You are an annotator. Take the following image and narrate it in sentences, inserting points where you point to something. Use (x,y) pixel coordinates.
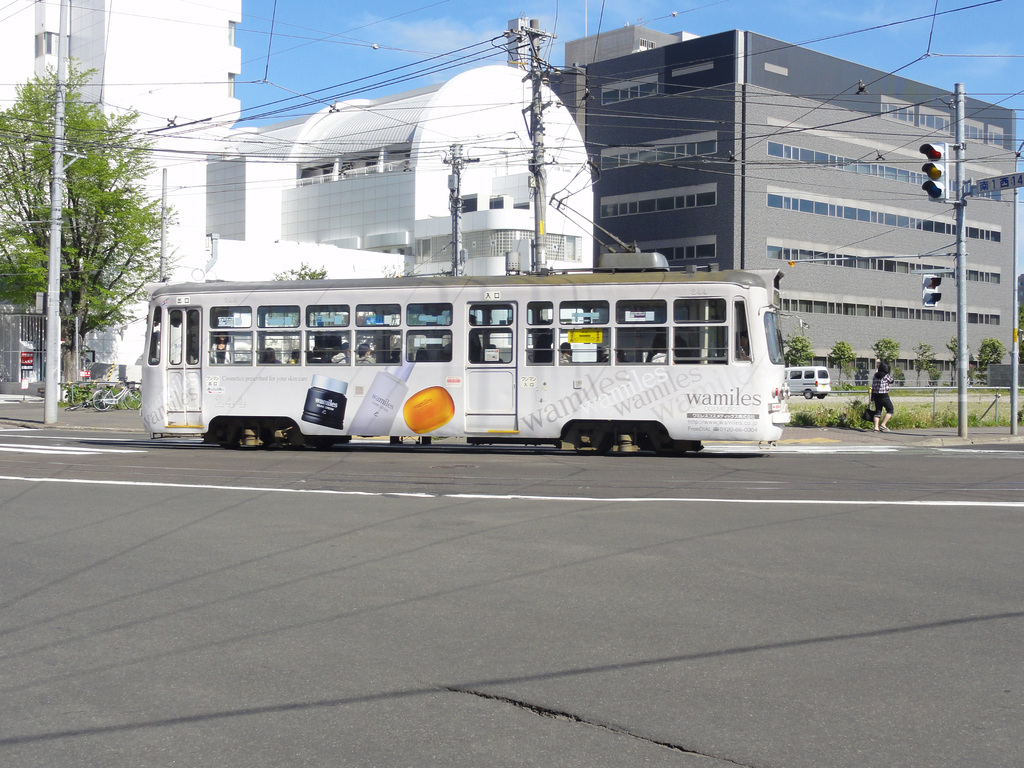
In this picture I can see many people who are sitting inside the tram (469,431), beside that I can see the poles (1011,413) and traffic signals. On the right (882,415) there is a person (884,394) who is walking near to the plants (895,414) and grass (945,414). In the background (482,231) I can see the buildings (685,234). On the left (112,390) I can see the bicycles (105,407) which are parked near to the fencing (38,350). At the top (562,20) I can see the sky (349,17) and clouds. At the bottom (434,598) I can see the road (262,643).
